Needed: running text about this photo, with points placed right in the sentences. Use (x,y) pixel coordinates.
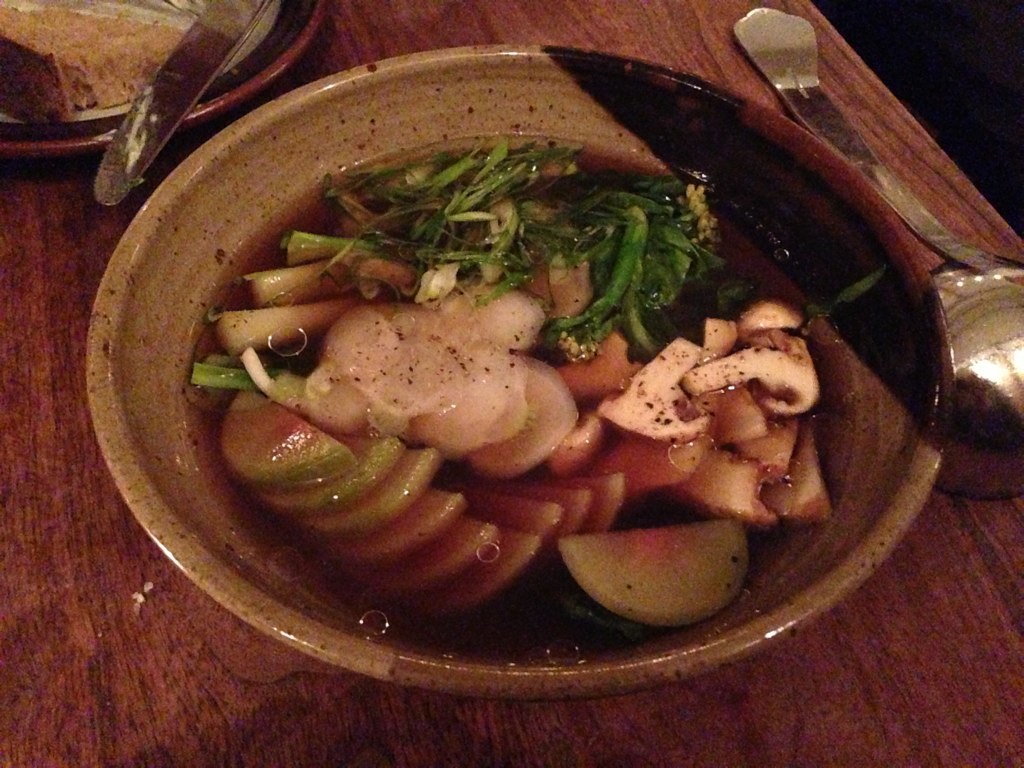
In the picture I can see the wooden table (434,700). I can see a bowl (175,280), a plate (69,135) and stainless steel cookware handle (911,202) on the table (979,557). I can see the vegetables (548,296) and water (745,268) in the bowl (159,296).
